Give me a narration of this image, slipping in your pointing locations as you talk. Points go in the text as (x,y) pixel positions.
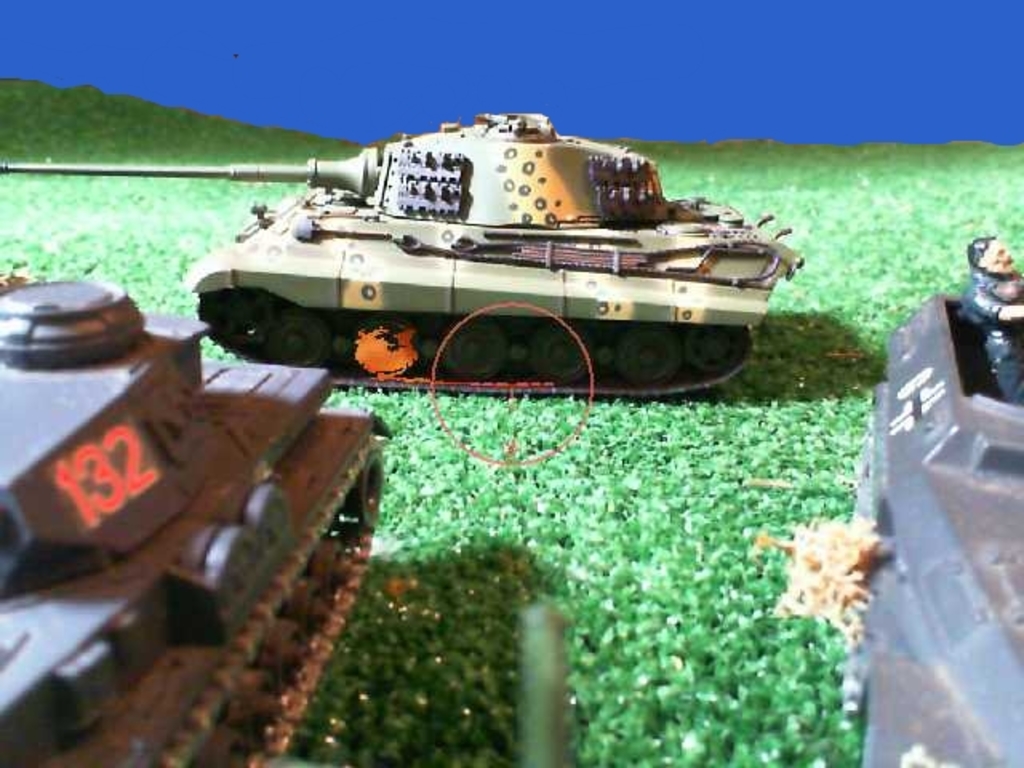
In this picture I can see some toy vehicles (426,382) are placed on the artificial grass (639,517).
